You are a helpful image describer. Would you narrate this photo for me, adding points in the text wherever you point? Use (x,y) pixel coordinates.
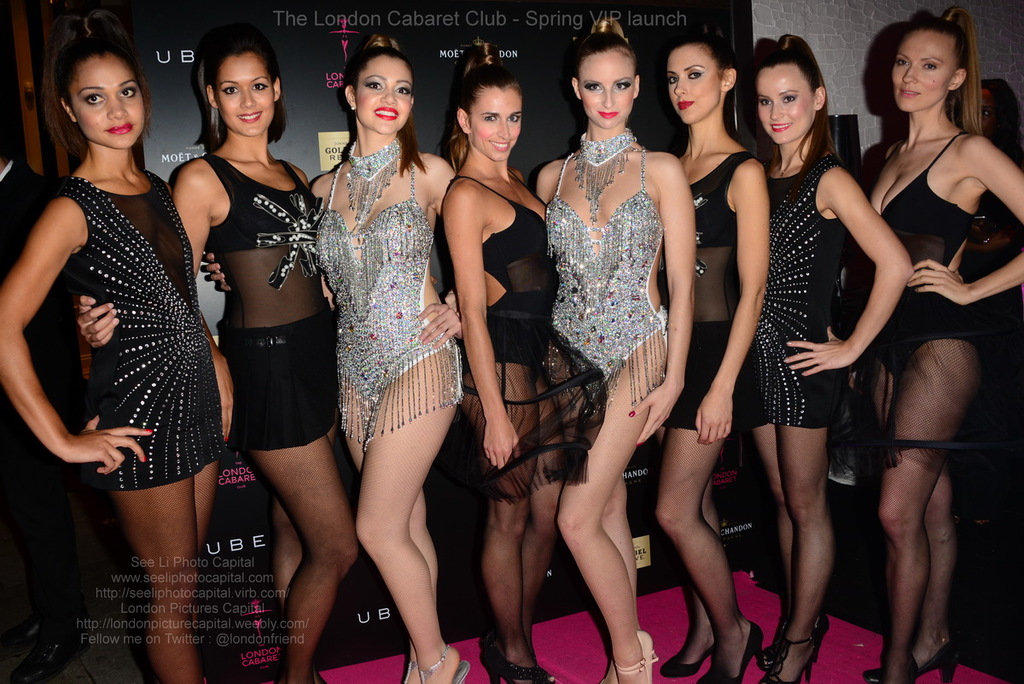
In the center of the image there are few ladies (172,665) standing. In the background of the image (179,48) there is a banner (390,26). There is a wall (840,23). At the bottom of the image (850,658) there is carpet (854,662).
